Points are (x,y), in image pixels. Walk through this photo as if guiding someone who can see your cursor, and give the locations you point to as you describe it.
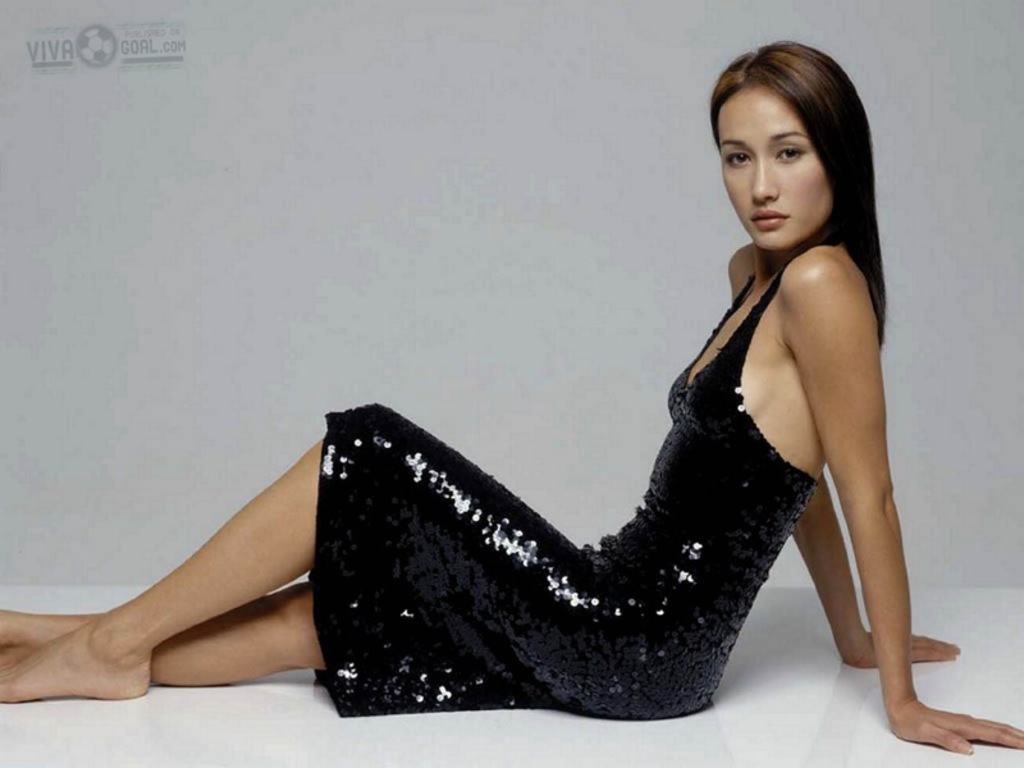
In the image we can see a woman (708,502) sitting, wearing clothes (717,516) and she is sitting on the white surface (665,722). Here we can see the wall (479,193), white in color and on the top left (55,63), we can see the watermark (93,38).
